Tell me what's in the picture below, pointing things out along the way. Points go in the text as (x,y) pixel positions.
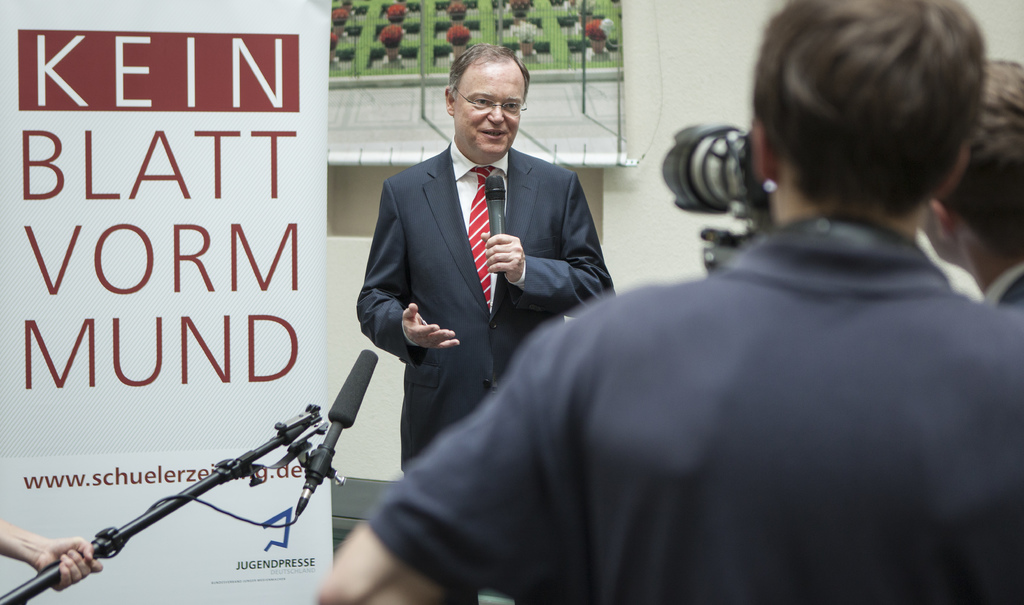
In this picture we can see man (460,82) wore spectacle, blazer (510,167), tie (480,170) holding mic (500,217) in his hand (491,242) and talking and in front of him there is mic stand (239,468) and two persons (879,126), camera (748,193) and in background (367,105) we can see banner (275,102), wall (672,62).
